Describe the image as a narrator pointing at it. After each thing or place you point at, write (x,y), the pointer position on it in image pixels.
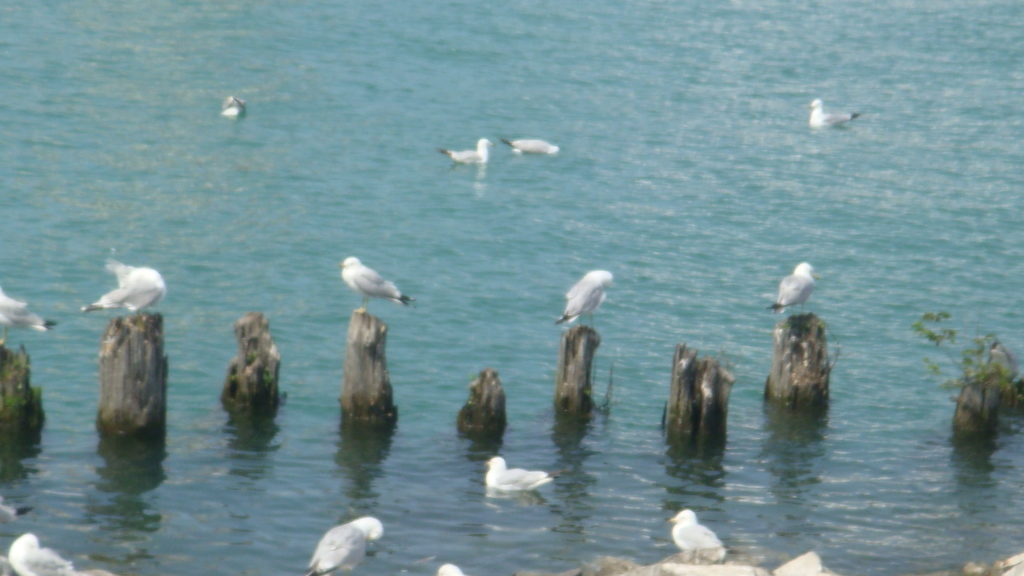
This image consists of water (541,245). There are so many seagulls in the middle (348,260). They are in white color.
